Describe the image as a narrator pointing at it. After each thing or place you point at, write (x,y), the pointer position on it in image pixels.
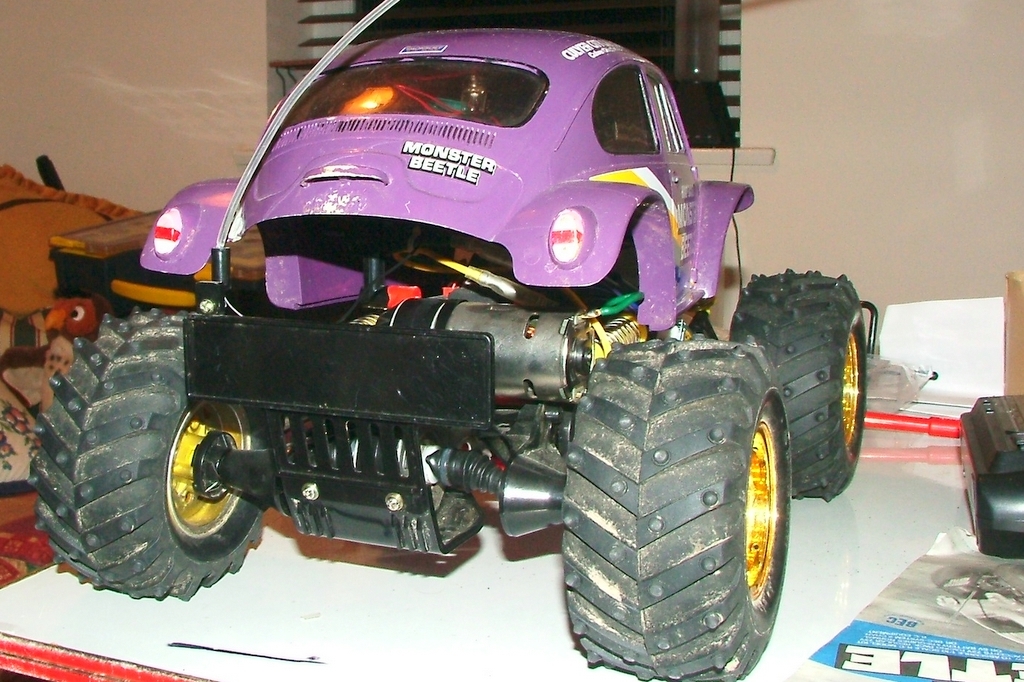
In the foreground (666,495) I can see a vehicle (648,503) on the table (832,567) and other items (886,664). In the background (921,178) I can see a wall (178,117) and window (345,8). This image is taken in a room (484,539).
